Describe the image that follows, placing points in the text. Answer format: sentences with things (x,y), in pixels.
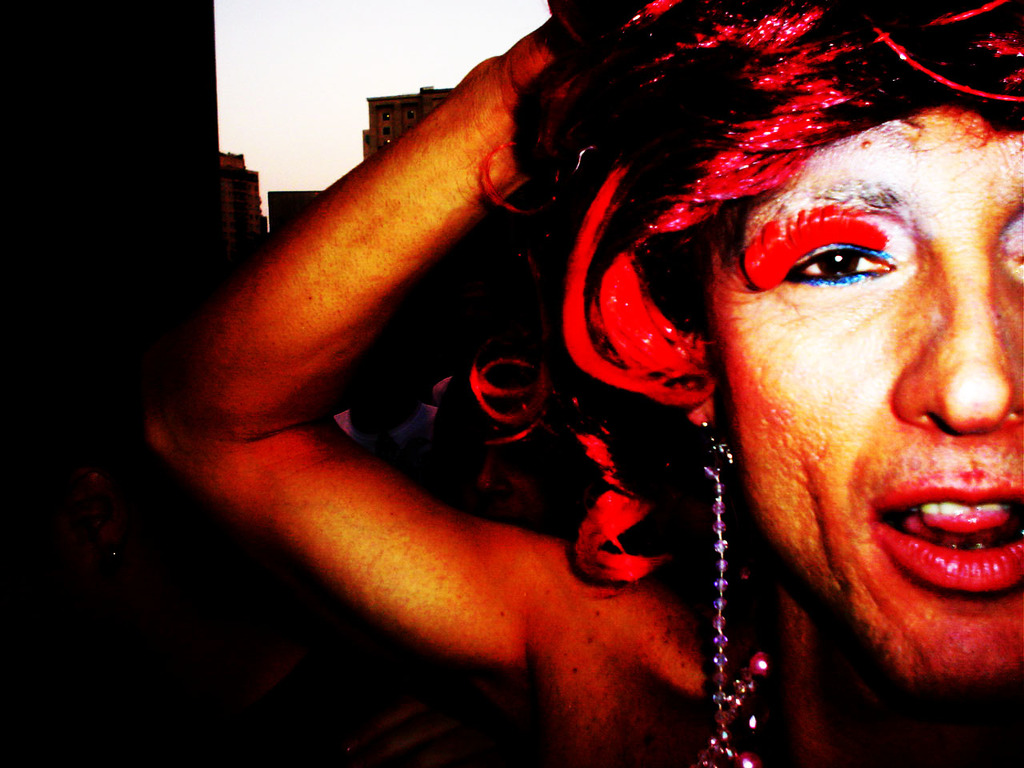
In the picture I can see a woman (619,385) having red color hair (732,132) and there are some other objects (310,196) in the background (430,359).
